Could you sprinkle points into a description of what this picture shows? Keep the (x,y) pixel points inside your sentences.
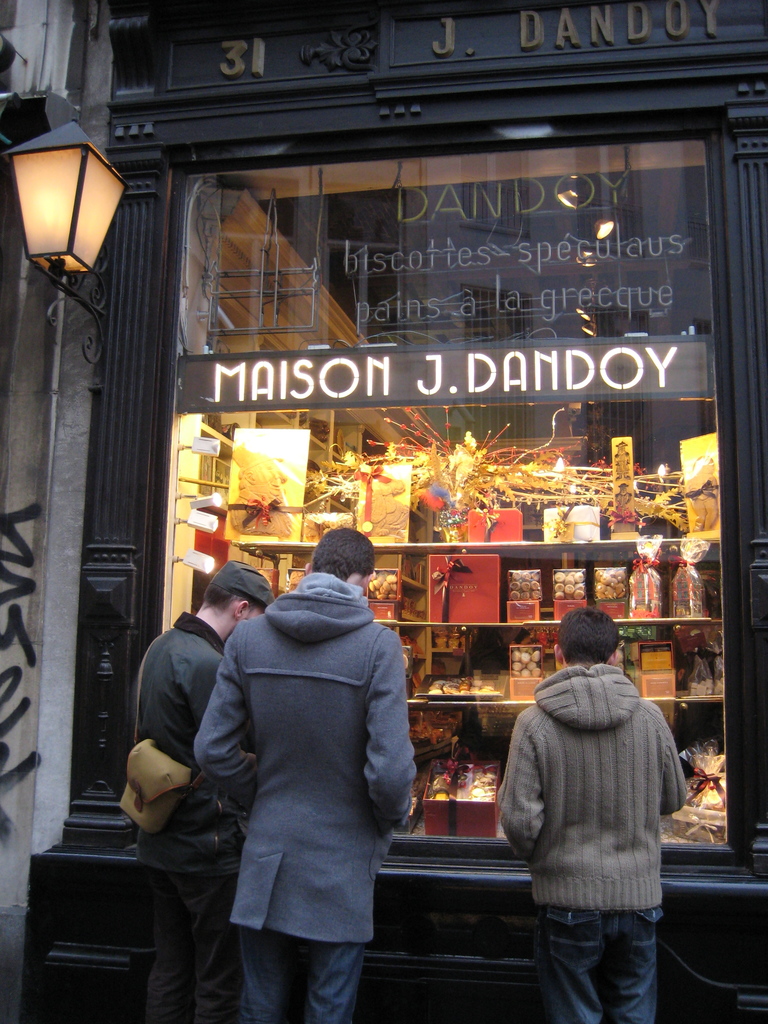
In this image in front of a building (437,837) three people (377,844) are standing. Inside the building (669,902) there is a shop (470,611).
